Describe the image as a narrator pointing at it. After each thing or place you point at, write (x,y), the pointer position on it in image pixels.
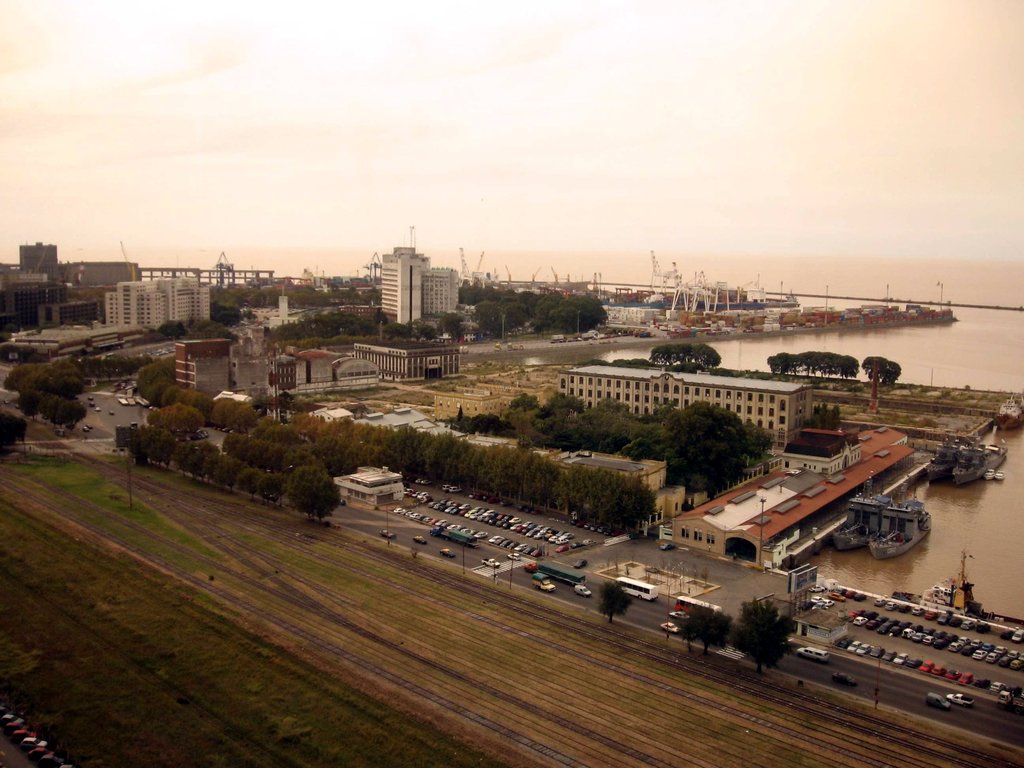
The picture is an aerial view of a city (488,540). In the foreground of the picture (16,562) there are fields (397,575), cars (947,640), roads (520,578) and buildings (816,521). In the center of the picture (436,470) there are trees (414,452), buildings (683,406), boats (967,472) and water (927,374). In the background (219,312) there are buildings (96,319), trees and ships (724,297). Sky (573,183) is cloudy.
